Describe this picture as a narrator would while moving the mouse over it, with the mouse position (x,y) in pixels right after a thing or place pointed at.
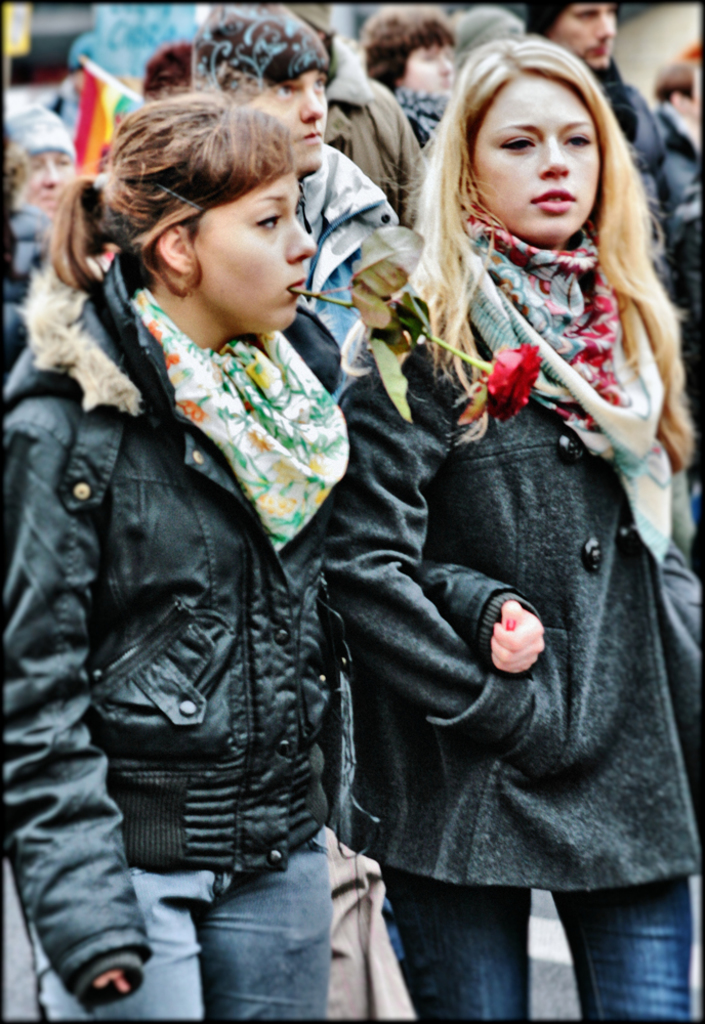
In the image there are two girls (493,726) standing in the front (249,493), they wearing black jackets (183,556) and scarfs (277,395), the girl (313,325) on left side (160,125) had rose (326,296) in her mouth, in the back (390,165) there are many men (300,67) standing on the road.
